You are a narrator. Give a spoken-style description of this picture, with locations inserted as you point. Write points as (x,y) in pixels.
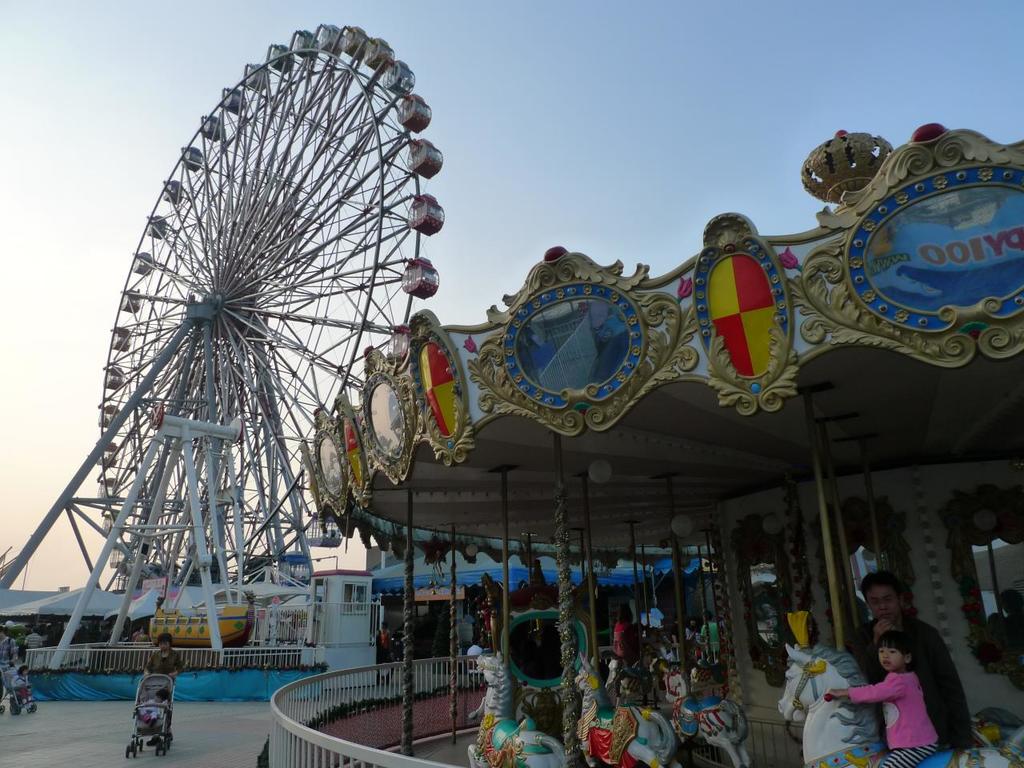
In this image there is a giant wheel (269,397). On the right (775,276) there is a fun ride (587,678) and we can see people (912,704). On the left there is a person (172,666) and we can see a trolley (149,724). In the background (81,165) there is sky (73,48) and there are tents (619,582).
